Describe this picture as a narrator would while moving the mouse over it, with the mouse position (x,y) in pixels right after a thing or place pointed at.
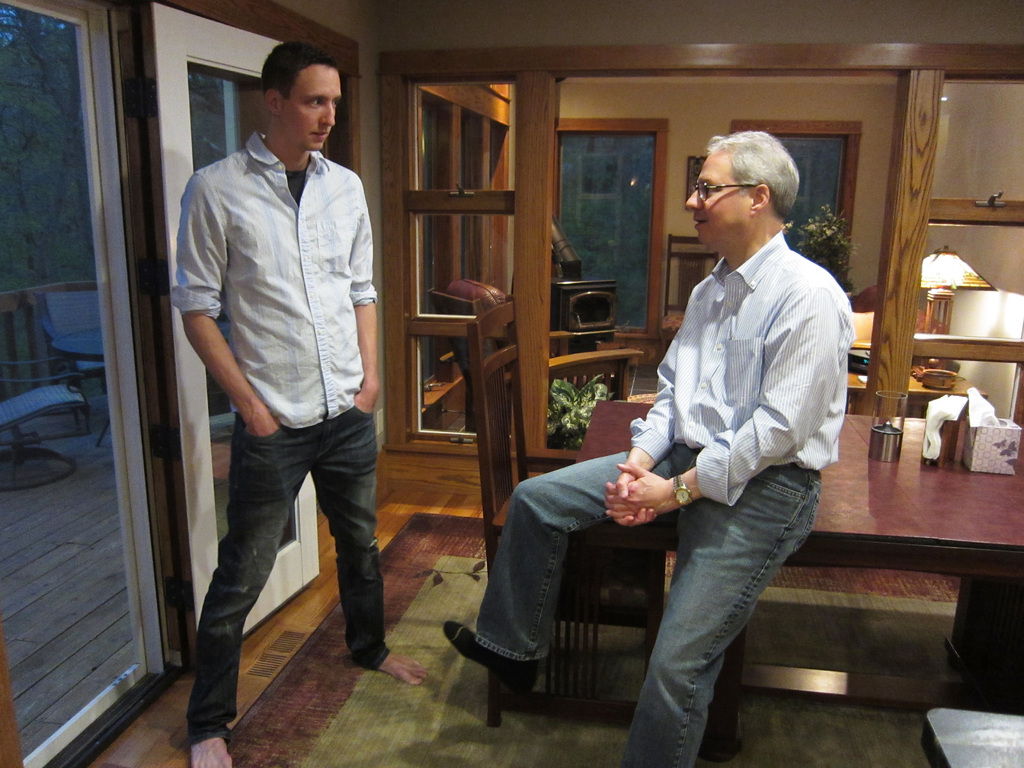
In this picture this person (346,536) standing. This person (653,499) sitting on the table (826,538). We can see chair (564,584) and table (938,528). On the table (943,465) we can see tissue (1007,447), glass (902,399). On the background (710,109) we can see wall (714,118), glass window (625,163), plant (820,240), lamp (949,284). From this glass (88,546) we can see chair (47,398), table (93,344) and trees (44,139). This is floor (274,723).
